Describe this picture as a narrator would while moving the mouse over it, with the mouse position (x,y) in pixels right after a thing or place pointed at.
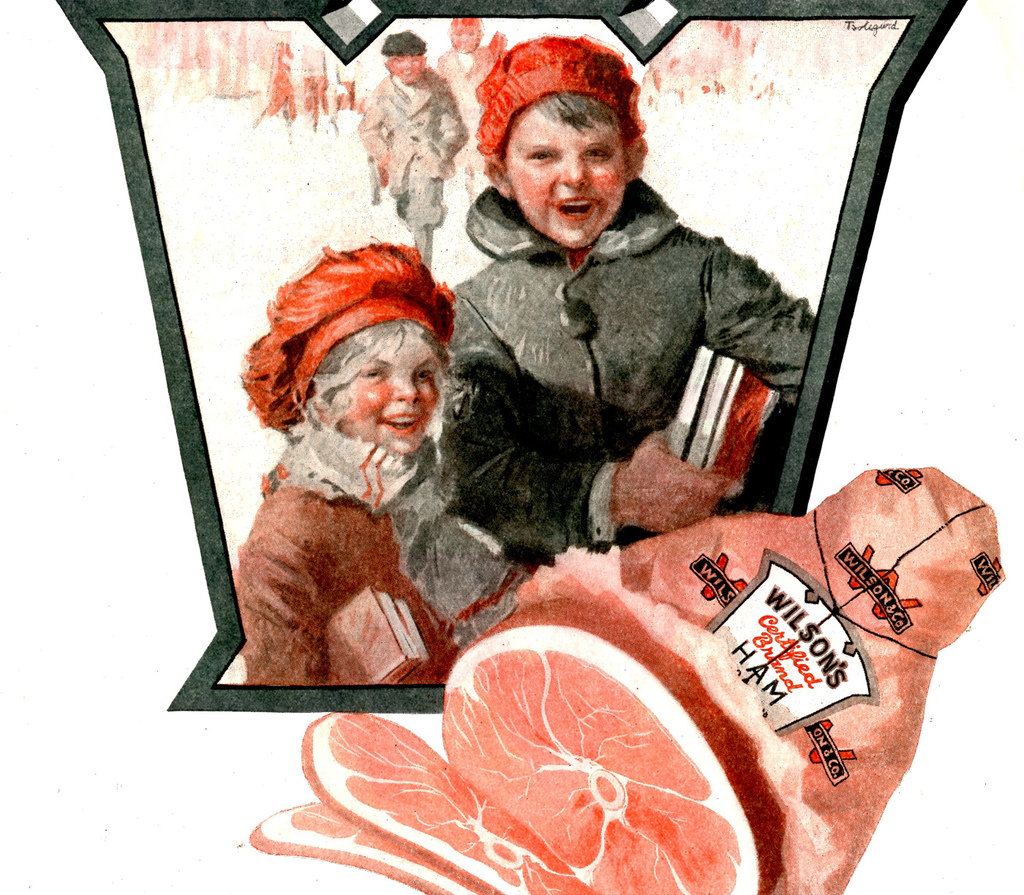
There is a painting (214,577) in the image. At the bottom right corner of the image (695,823) there is a meat (394,774). And inside the black frame (222,707) there are two people (518,80) with red cap (392,298) and holding the books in their hands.
